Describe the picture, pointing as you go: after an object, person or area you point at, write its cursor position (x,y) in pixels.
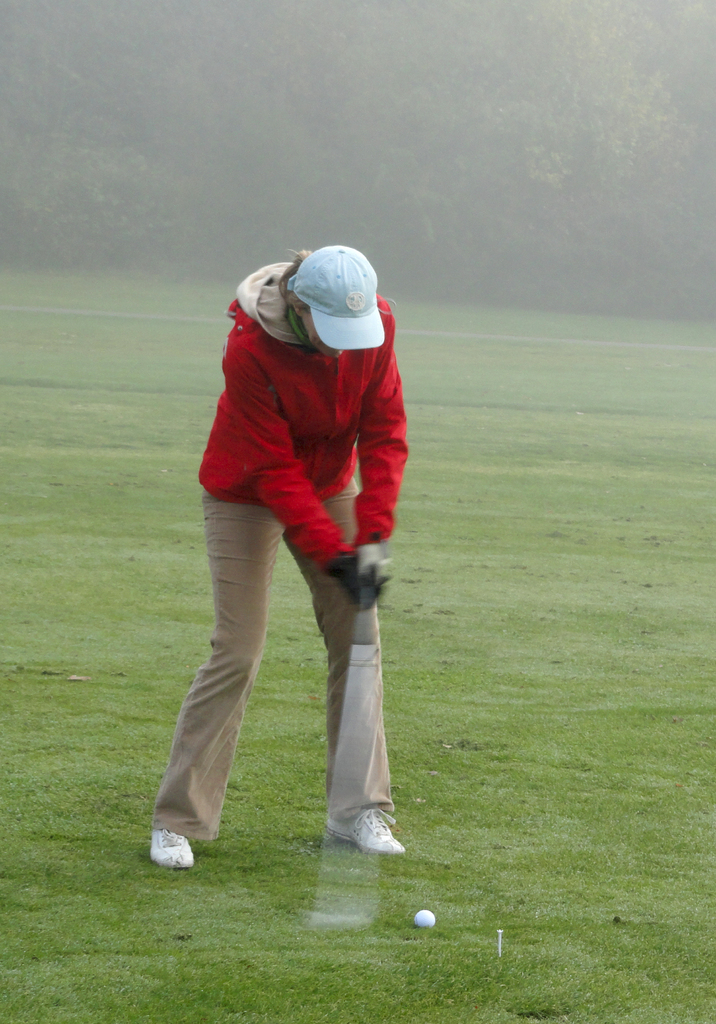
In this image there is a person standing on the grass (403,893), a golf ball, few trees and fog (358,147).
